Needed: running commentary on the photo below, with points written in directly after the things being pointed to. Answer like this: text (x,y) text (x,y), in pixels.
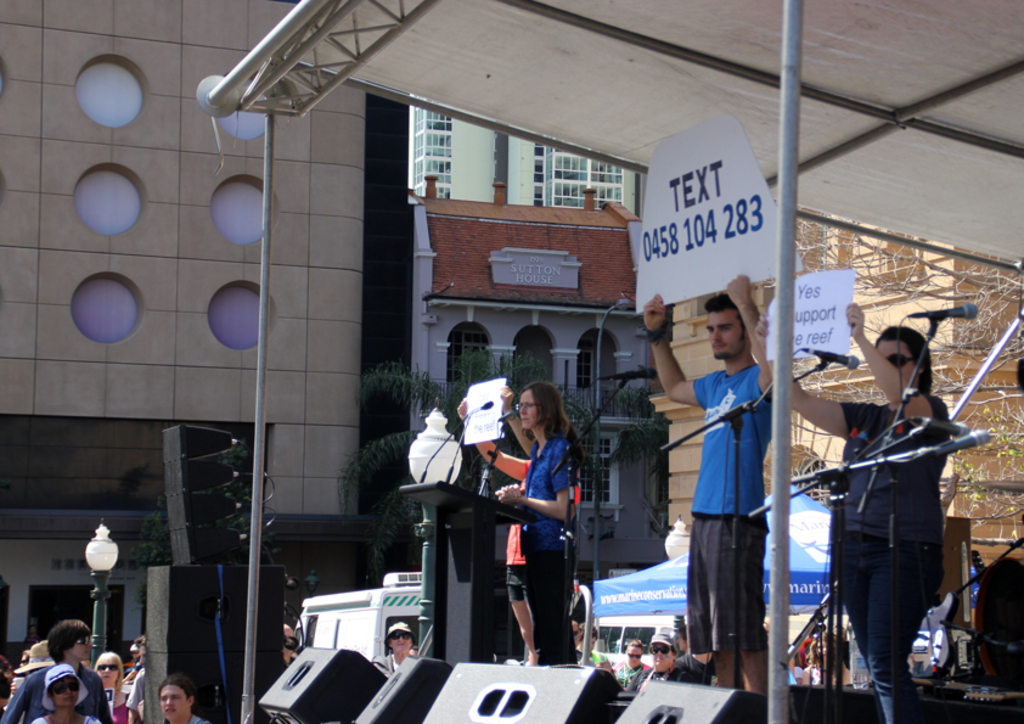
In this picture, on the right side (701,501), we can see three people (701,501) are standing in front of the microphone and there are also holding some papers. On the right side (775,87) top, we can see metal roof (860,109). On the left side (77,650), we can see group of people (176,690). In the middle of the image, we can see speakers (207,600). In the background (396,620), we can see some vehicles (366,627), tents (682,597), buildings (31,564), trees (624,438).
